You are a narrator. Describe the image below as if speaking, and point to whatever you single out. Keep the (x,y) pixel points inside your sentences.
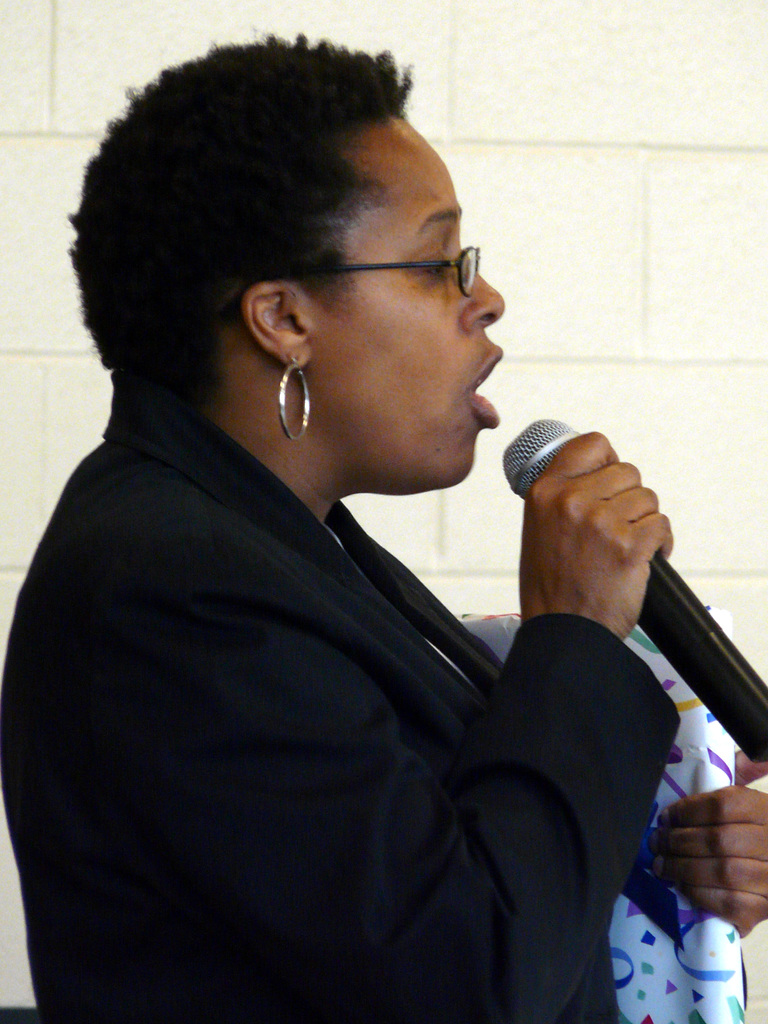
In this image I can see a woman (96,347) in the front (243,113) and I can see she is wearing a specs (363,268) and black colour dress (366,817). I can also see she is holding a mic (744,665) and a white colour thing (624,948). I can also see an earring (281,411) on her ear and in the background (584,322) I can see the wall (535,2).
